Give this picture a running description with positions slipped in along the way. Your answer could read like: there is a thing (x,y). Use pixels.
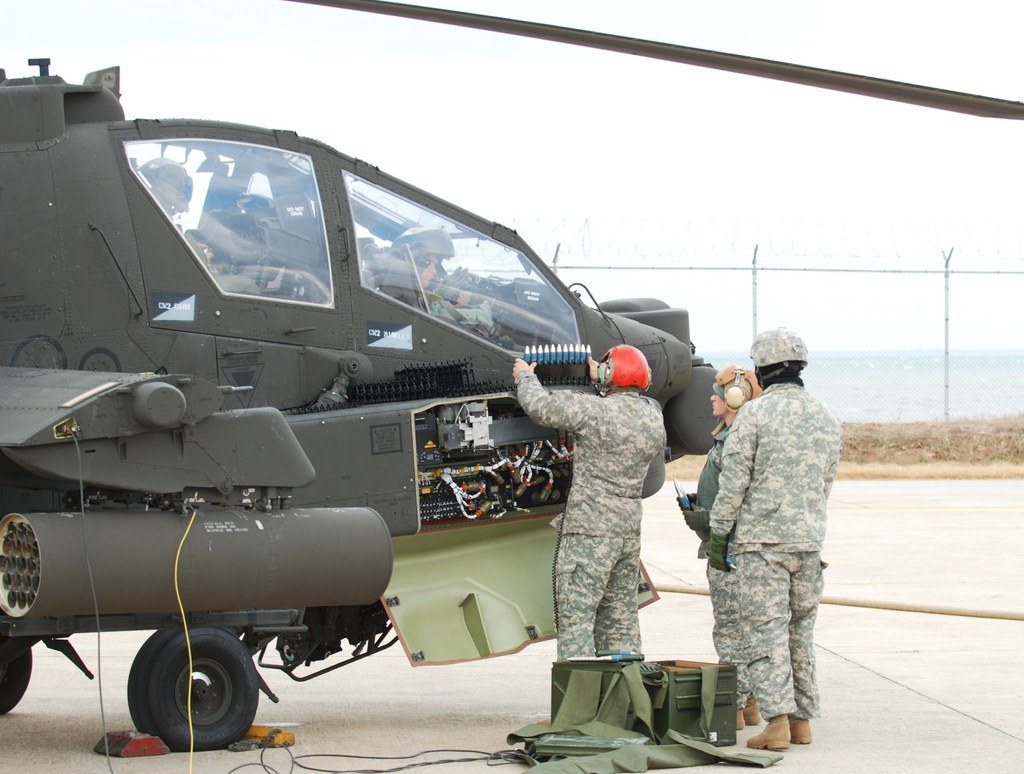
There is a helicopter (286,432). Inside that few people (408,264) are sitting. Near to that few are standing. They are wearing helmets (789,358). Two are wearing headsets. On the ground (702,768) there is a box (631,723). In the background (752,279) there are poles (752,279), water (909,356) and sky (594,126).
